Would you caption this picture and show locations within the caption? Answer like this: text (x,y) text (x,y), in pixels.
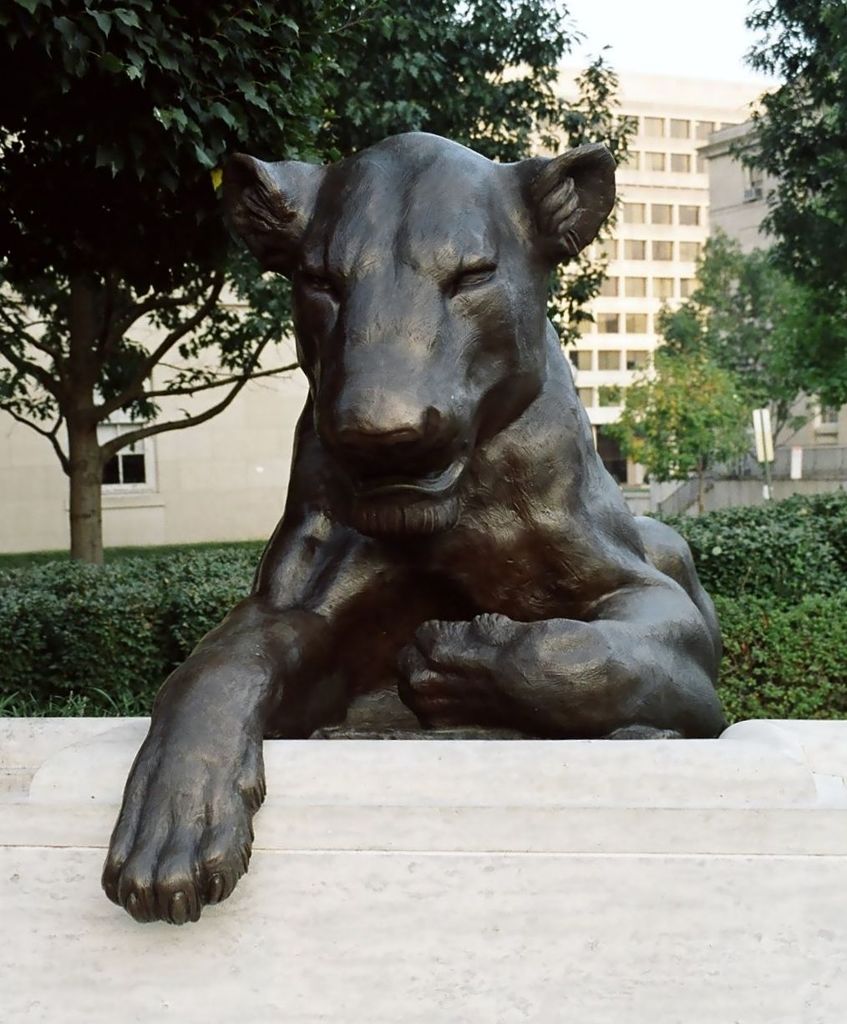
In this image I can see the black colored statue (480,535) of an animal (519,496), few trees (762,269) which are green in color and few buildings (584,356). In the background (597,23) I can see the sky (577,58).
